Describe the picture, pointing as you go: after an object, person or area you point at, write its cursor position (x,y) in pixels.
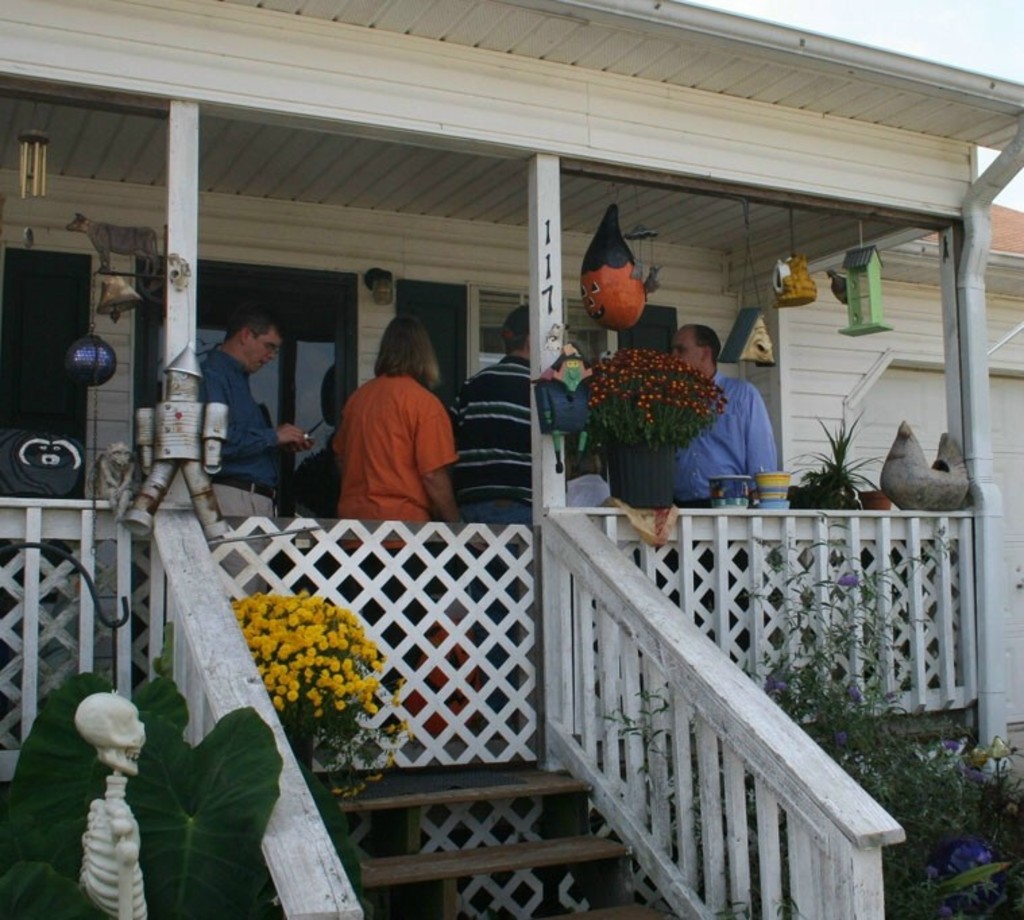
In the center of the image (577,324) there is a house (343,204) and there are people (504,566) inside the house (539,510). In front of the image there are stairs (503,781). There is a wooden fence (390,609). There are staircase railings (302,789). There are plants (286,687) with the flowers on it.
